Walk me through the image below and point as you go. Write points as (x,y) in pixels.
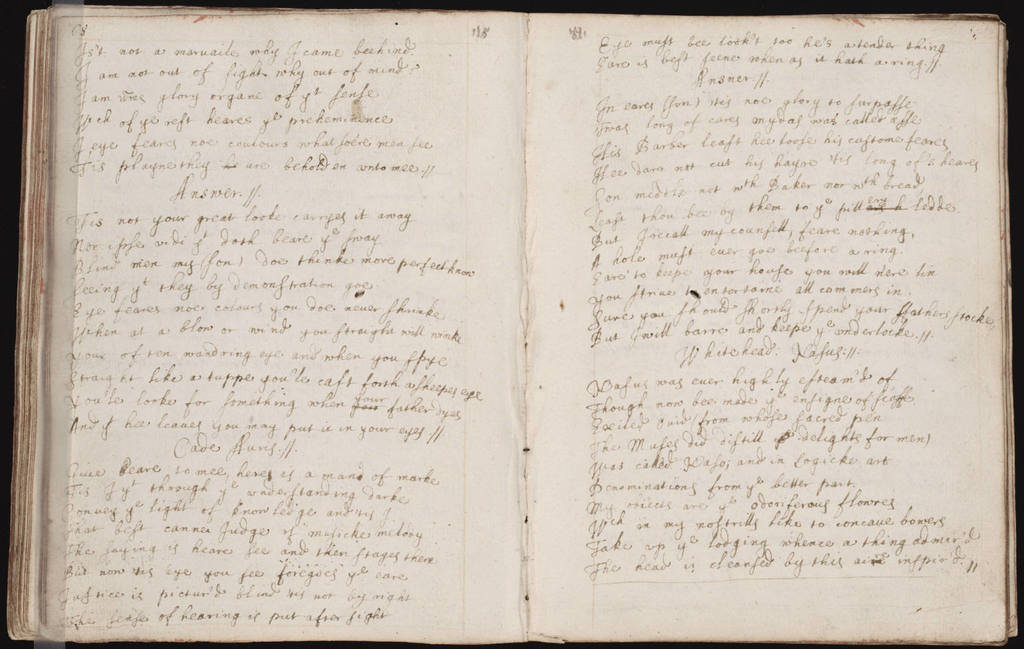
In this image there is some text (440,266) on the pages (389,358) of a book (497,511).
